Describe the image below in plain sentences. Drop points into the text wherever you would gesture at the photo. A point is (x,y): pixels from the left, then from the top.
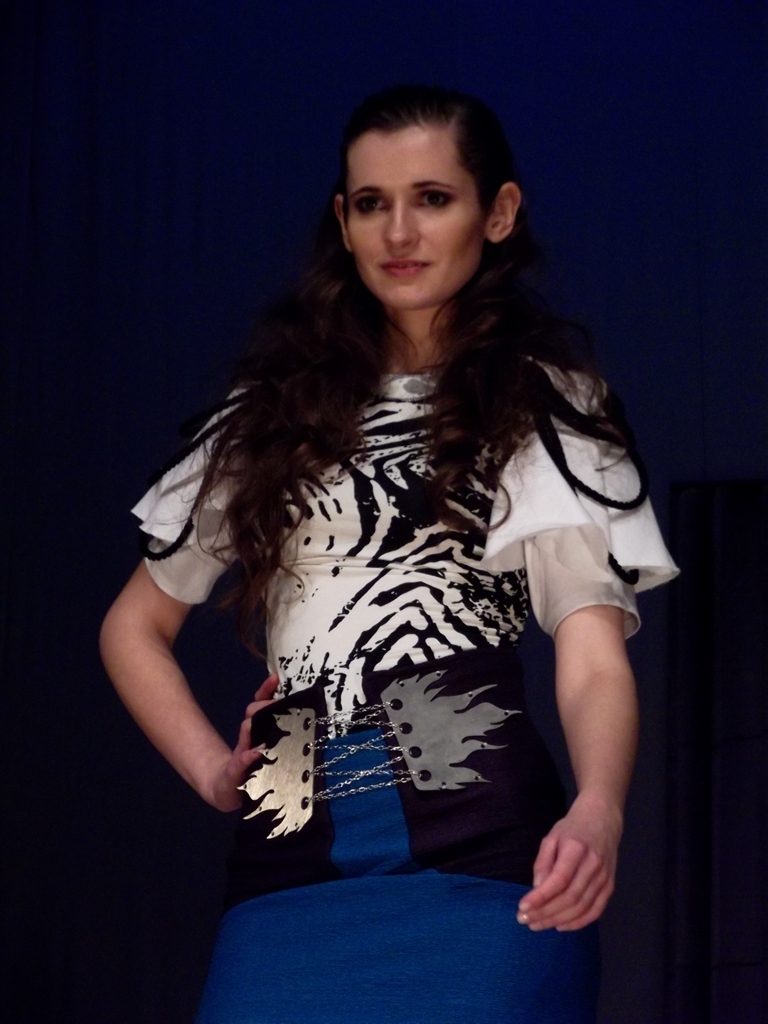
The picture consists of a woman (513,1005). The background (237,17) is dark.
